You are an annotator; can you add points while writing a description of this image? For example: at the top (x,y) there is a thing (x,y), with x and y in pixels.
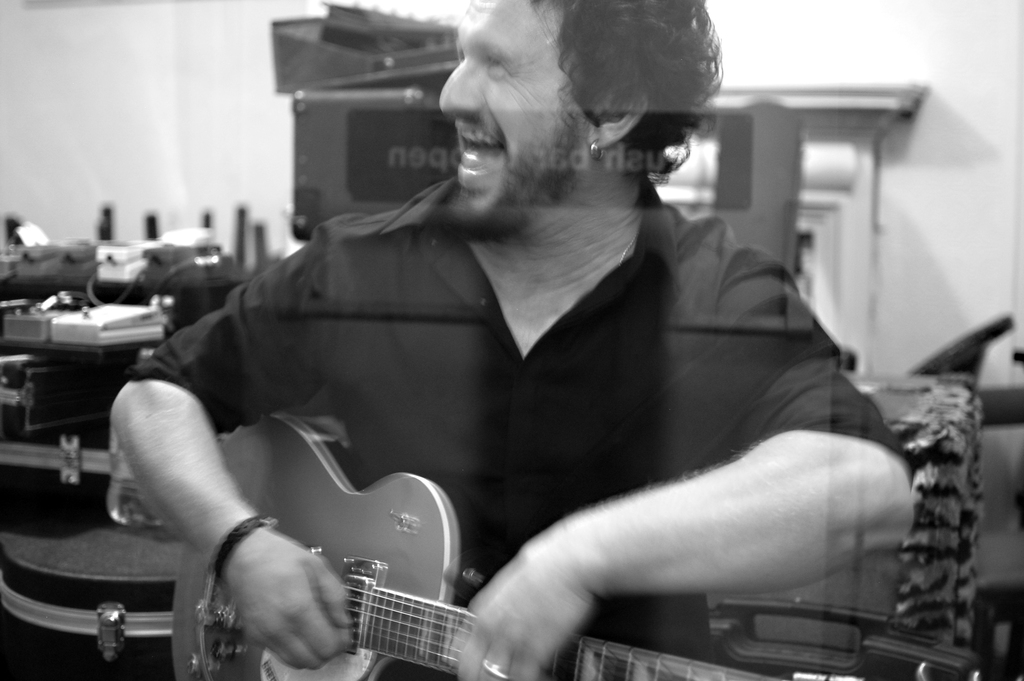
A man (506,97) is holding a guitar (353,650) in his hand (279,611).
